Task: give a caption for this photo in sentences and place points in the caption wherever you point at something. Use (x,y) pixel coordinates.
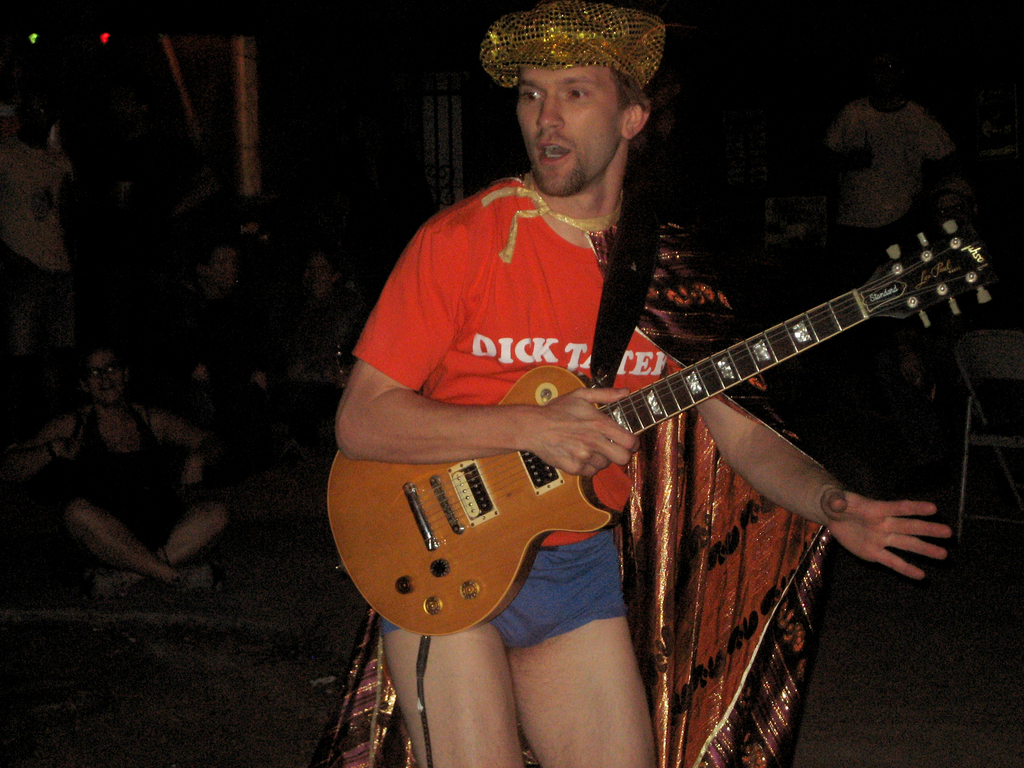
As we can see in the image there is a man (584,324) holding guitar (611,411).
